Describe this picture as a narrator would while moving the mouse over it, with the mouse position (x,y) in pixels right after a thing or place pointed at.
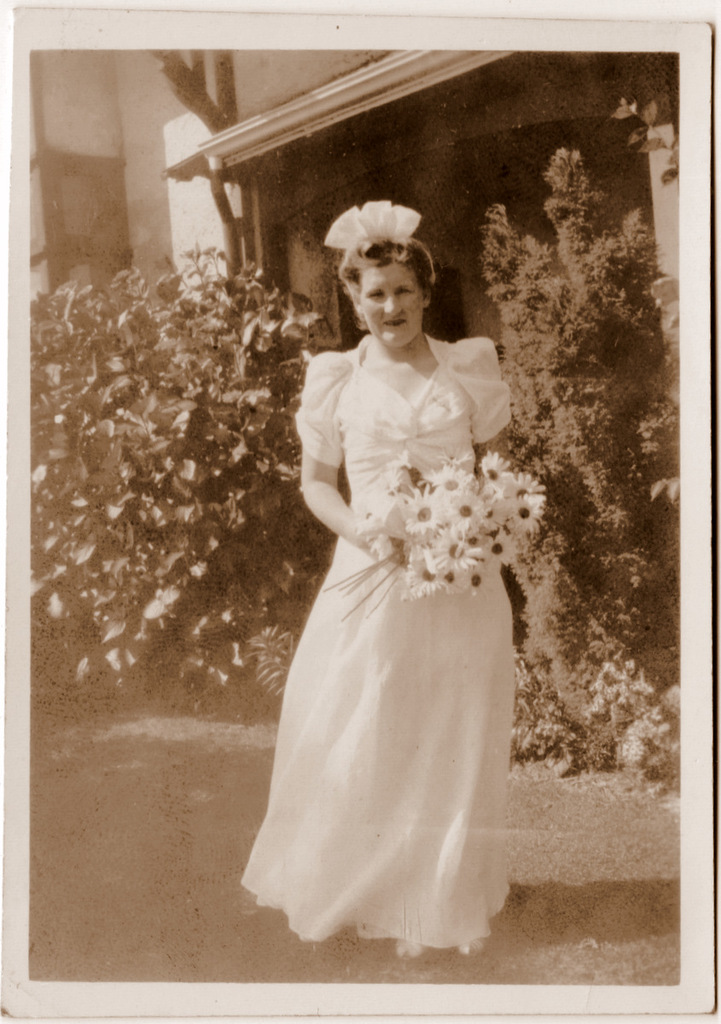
In this picture we can see a woman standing and holding flowers (455,546), in the background (137,158) there is a building (152,171), we can see plants (116,479) in the middle (250,426), it is a black and white image.
